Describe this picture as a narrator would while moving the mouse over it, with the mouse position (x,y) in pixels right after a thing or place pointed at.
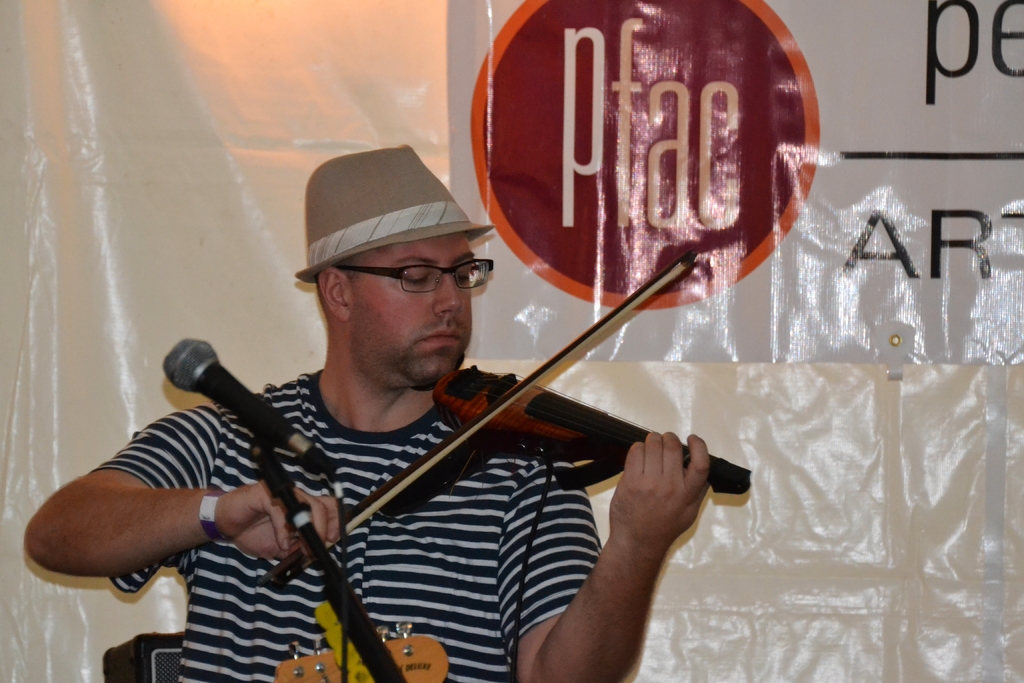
In this picture there is a man (384,553) who is playing a violin (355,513). There is a mic (215,394).
